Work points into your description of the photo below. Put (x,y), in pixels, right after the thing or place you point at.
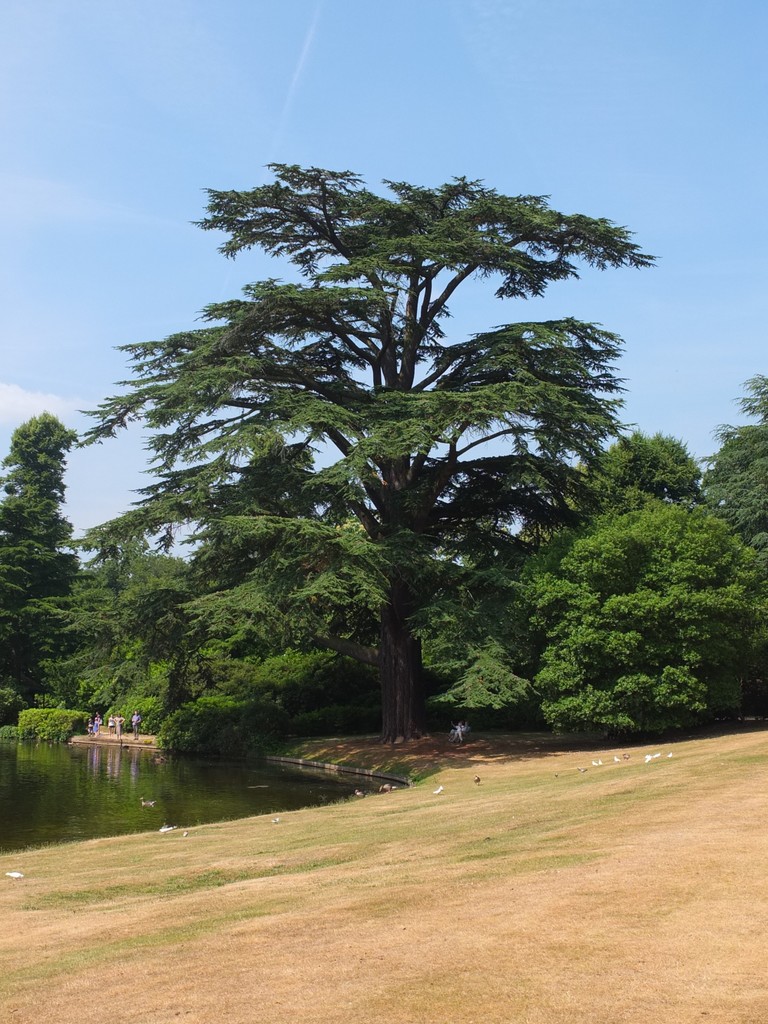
At the bottom of this image (640,881), there is dry land (696,989). In the background (126,782), there is water (70,749), there are persons (136,721), trees (132,709) and there are clouds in the sky (129,142).
